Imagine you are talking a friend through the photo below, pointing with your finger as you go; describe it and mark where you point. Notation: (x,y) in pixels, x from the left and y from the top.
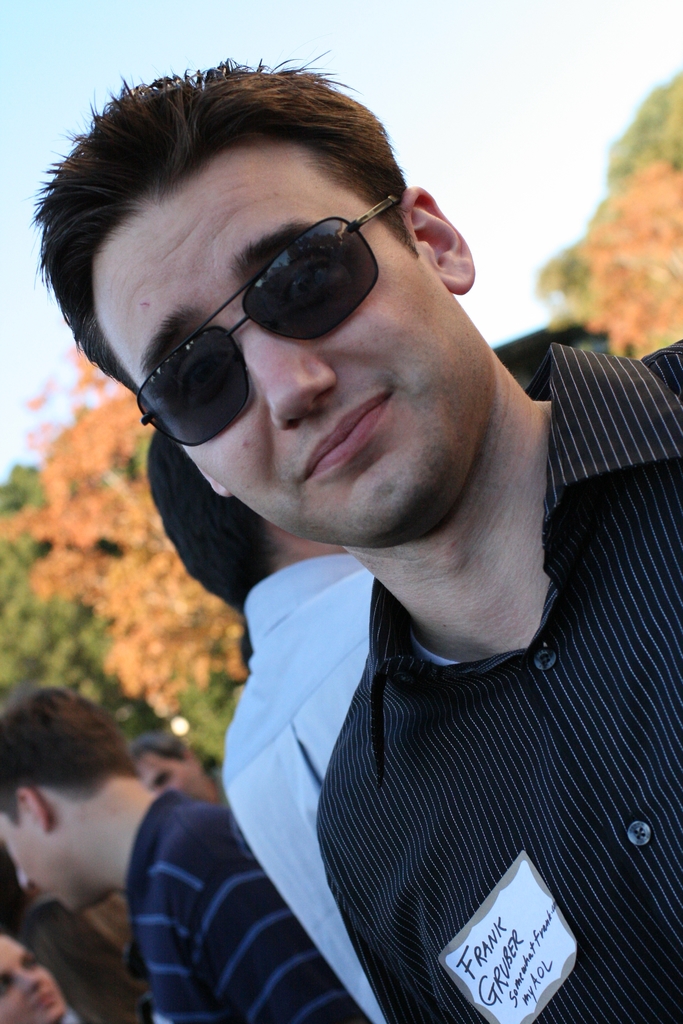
In this picture I can observe a man (379,420) wearing spectacles (306,271). Behind him I can observe some people (45,952). In the background (100,633) there are trees (112,594) and sky (519,245).
